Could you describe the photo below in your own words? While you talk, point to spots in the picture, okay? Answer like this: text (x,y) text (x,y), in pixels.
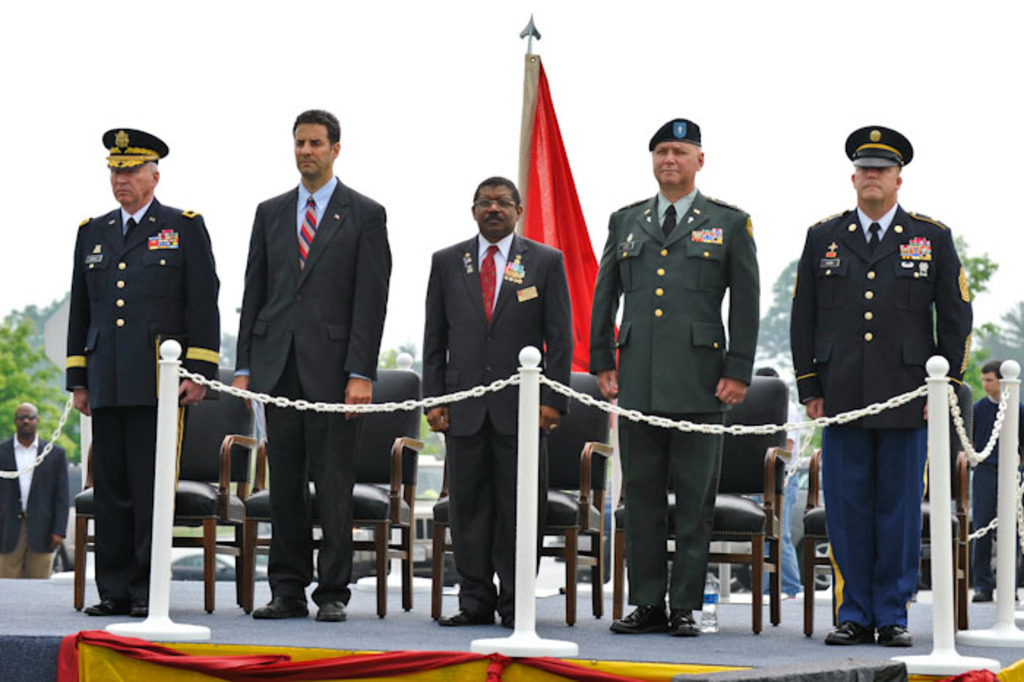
In this image we can see few people (625,394) standing on the stage (268,623), there few rods (521,380) with chains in front of them, there are few chairs (568,426), trees (767,313) and the sky (607,65) in the background (555,438).
